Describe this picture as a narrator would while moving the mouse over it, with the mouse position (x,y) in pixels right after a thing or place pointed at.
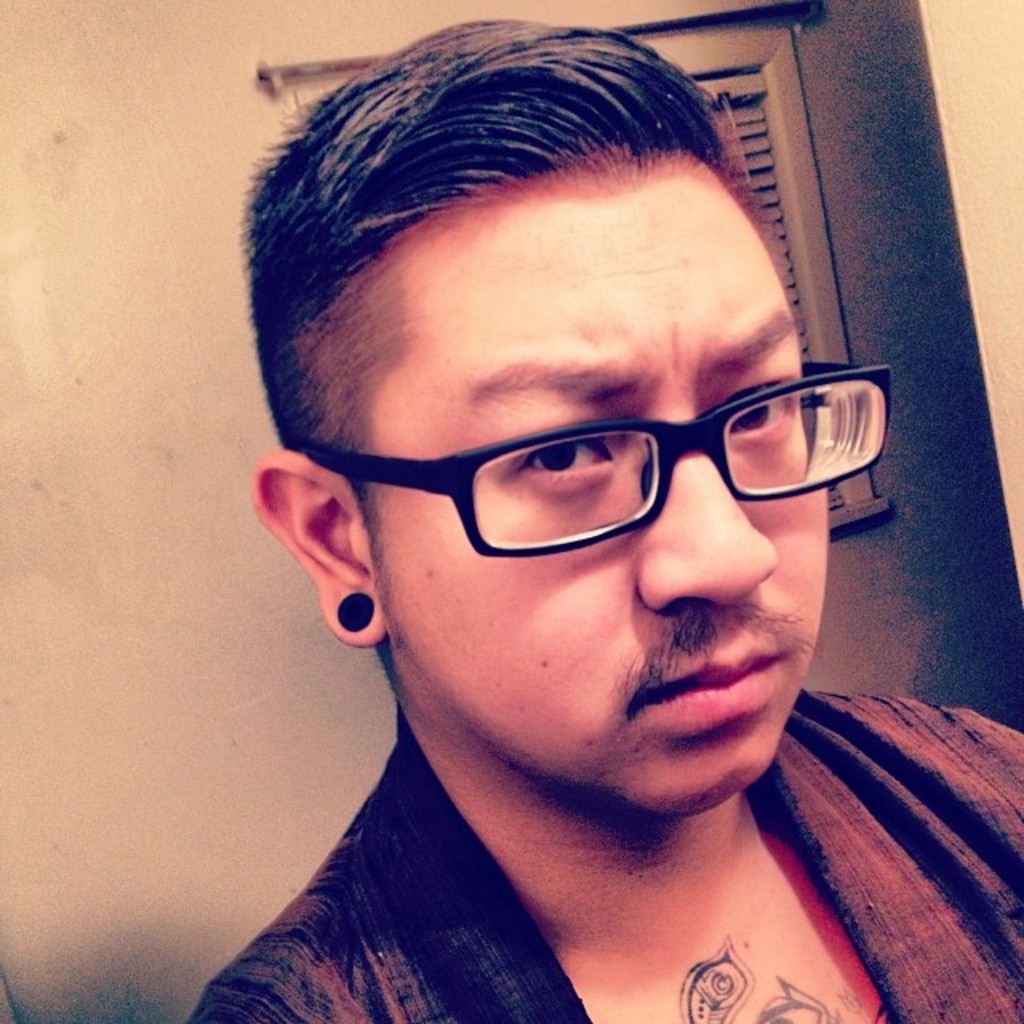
In this image, there is a person (684,90) wearing clothes (446,886) and spectacles (768,453).
